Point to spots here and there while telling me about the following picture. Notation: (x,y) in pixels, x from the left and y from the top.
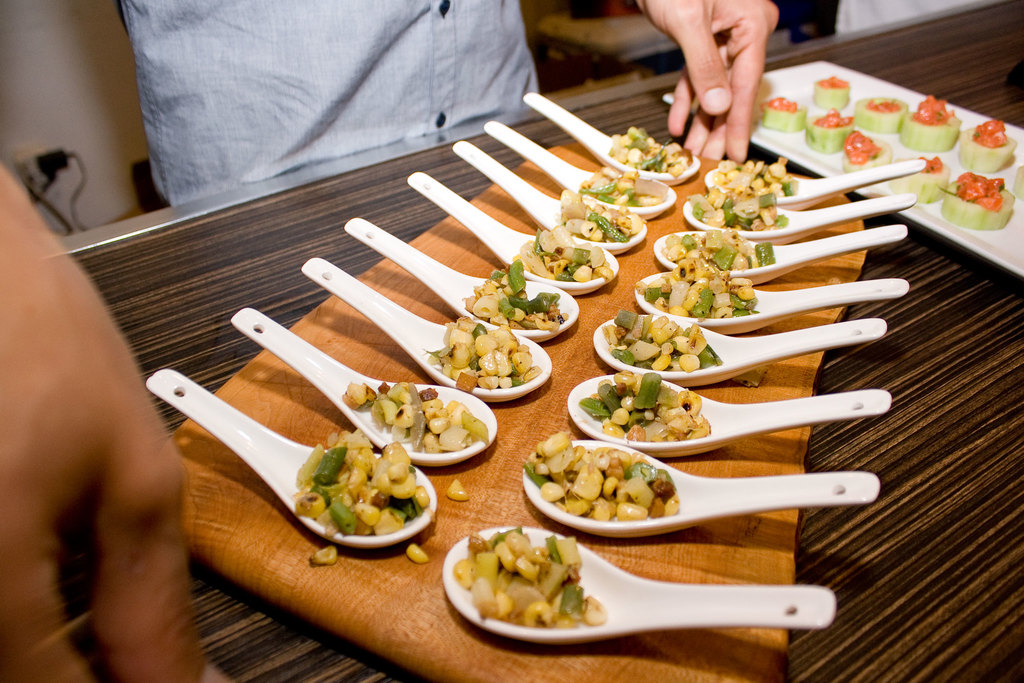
In this image we can see two trays (801,314) on the table (896,447), there is some food item (920,130) on the tray (883,136) and there are few spoons (608,575) with food item (543,602) on the other tray (561,360) and there is a person (428,63) holding the tray (616,296).
